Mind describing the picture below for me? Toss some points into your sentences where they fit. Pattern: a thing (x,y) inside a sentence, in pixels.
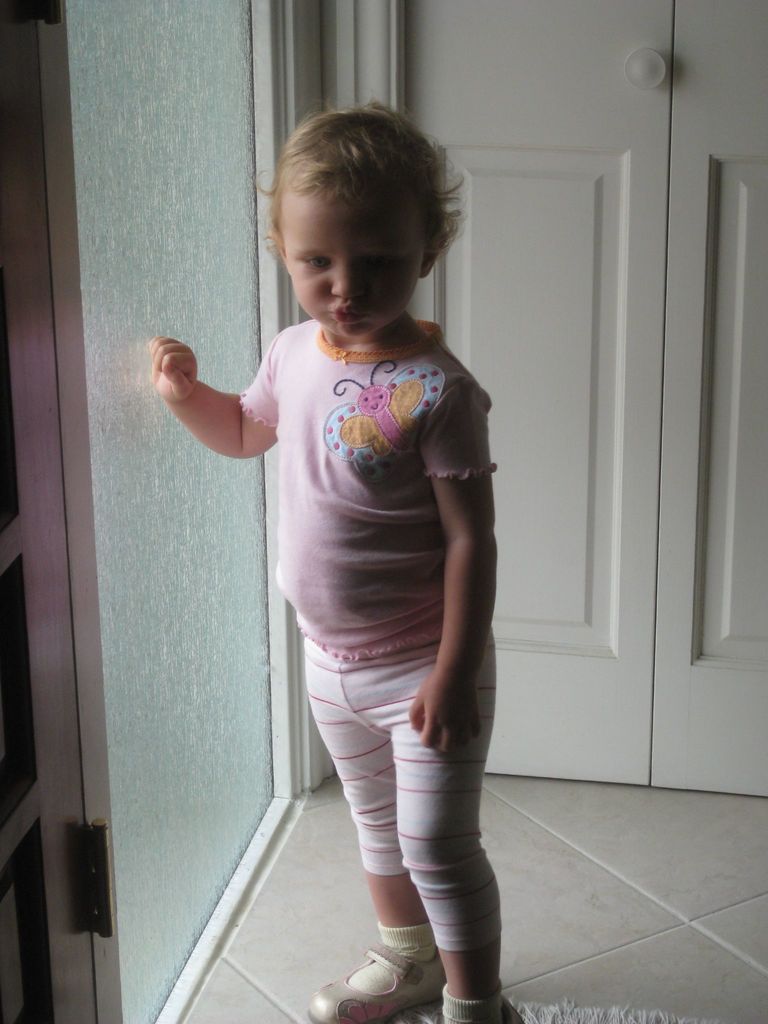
In the picture we can see a child (399,853) standing on the floor (311,864) beside the child (470,875) we can see a glass wall (179,524) and behind the child (484,875) we can see a door (680,367) which is white in color.
